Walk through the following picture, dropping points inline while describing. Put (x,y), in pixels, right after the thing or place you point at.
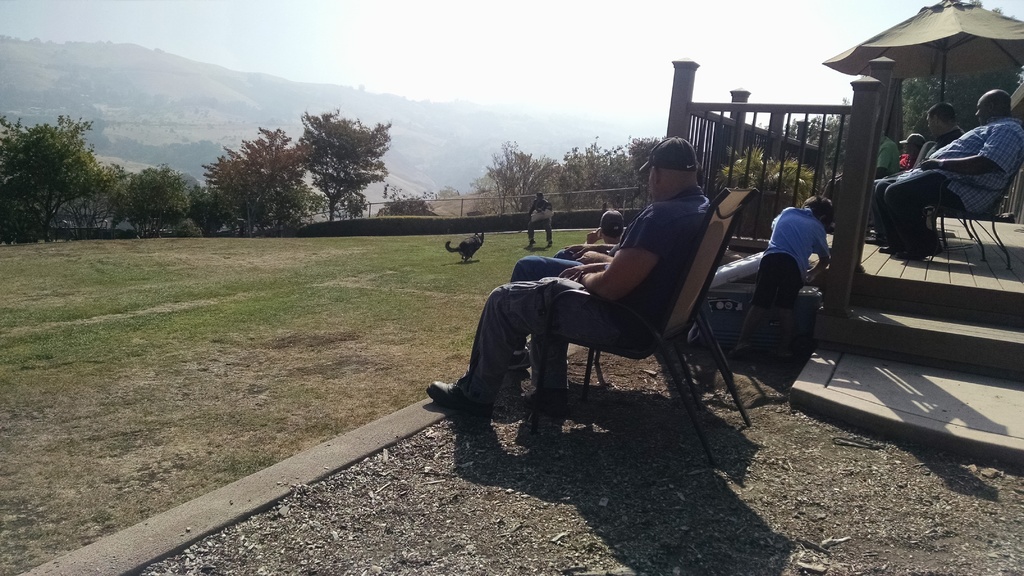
In this image I can see a person (666,221) wearing black hat (667,158), blue t shirt (653,239), pant (506,331) and shoe (460,387) is sitting on a chair (667,336) and I can see few other persons (913,190) sitting on a chair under the umbrella (933,56) and a person (792,261) standing. In the background (480,237) I can see a dog (466,258) and a person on the ground (500,255), few trees (227,178), few mountains (249,132), the railing (689,107) and the sky (500,32).
